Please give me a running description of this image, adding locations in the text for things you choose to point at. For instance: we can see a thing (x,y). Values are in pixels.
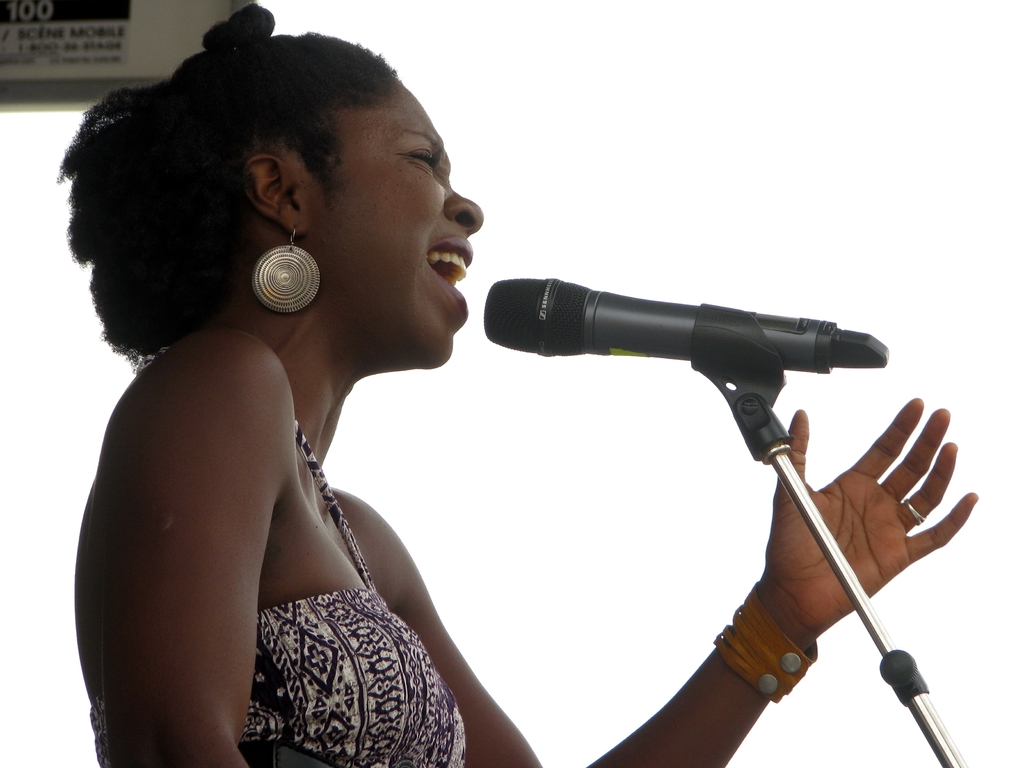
In this image a woman (253,424) wearing earrings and dress (363,637) is before a mike stand (726,334). Left top there is a board (9,0). Background (855,734) there is sky (819,722).
